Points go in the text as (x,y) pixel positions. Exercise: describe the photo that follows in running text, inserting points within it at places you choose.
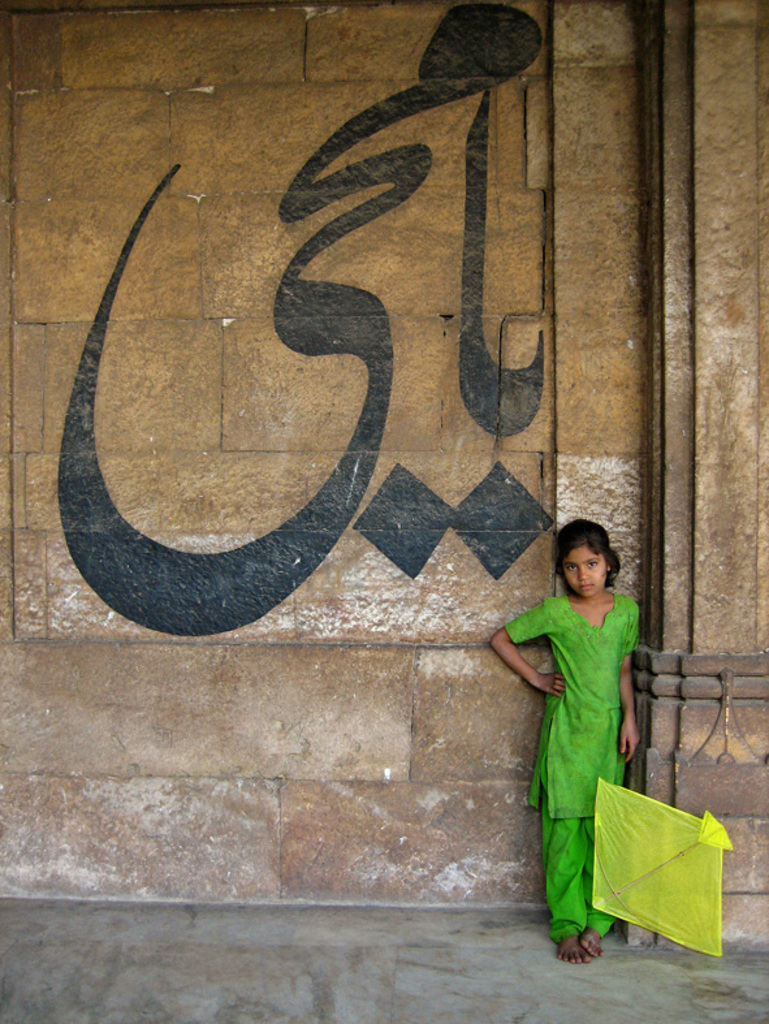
In this image, we can see a girl (580,688) is standing near the wall (429,712). Here we can see yellow kite (663,884).
